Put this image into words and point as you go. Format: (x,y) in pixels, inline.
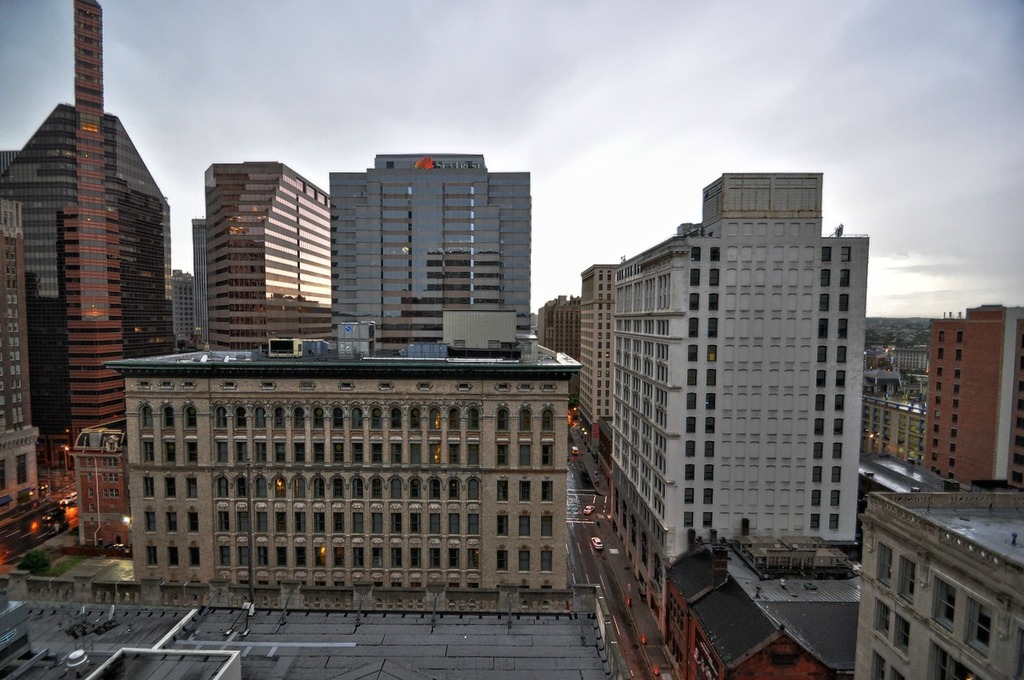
In this image there are buildings (496,404) and skyscrapers (306,259). There are roads (28,544) in the image. There are vehicles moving on the road (25,534). At the top (338,104) there is the sky (442,104).
